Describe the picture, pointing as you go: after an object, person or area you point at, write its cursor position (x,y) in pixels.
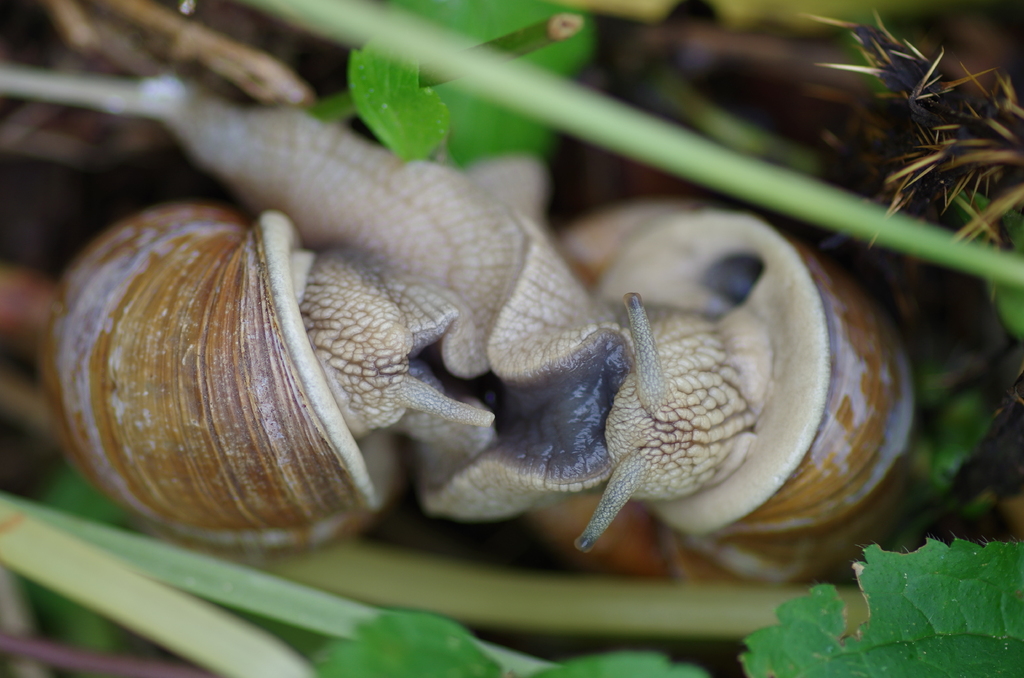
In this picture. i can see couple of snails (450,434) and few plants (745,193).
